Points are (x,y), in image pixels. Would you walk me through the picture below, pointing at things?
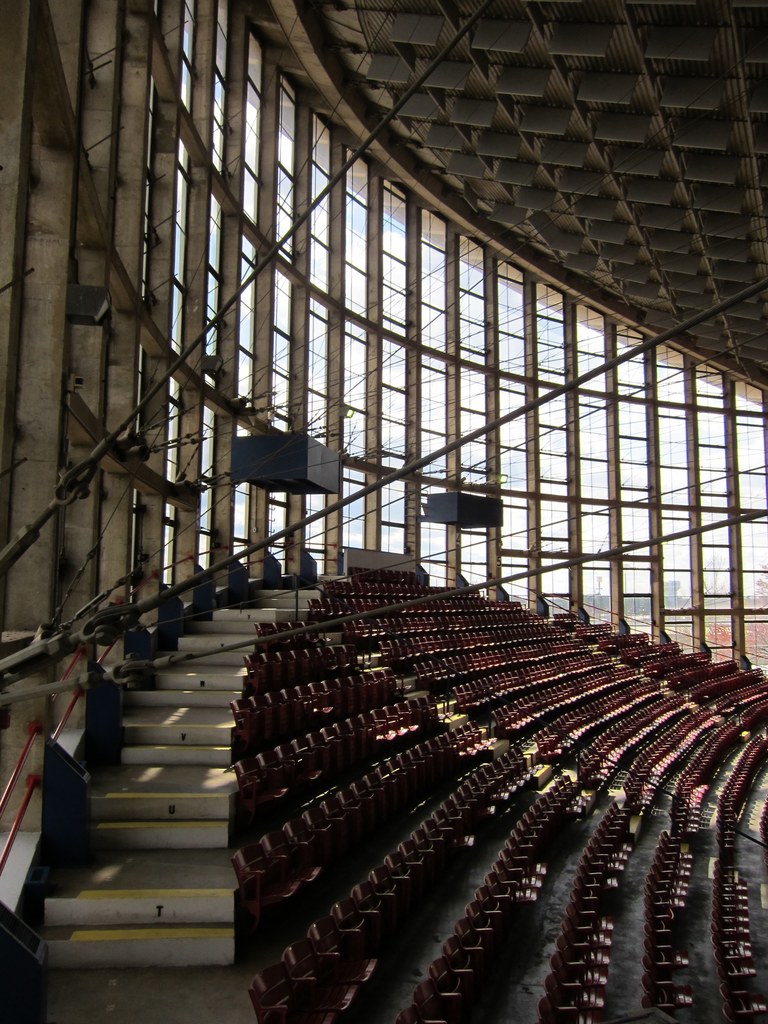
In this picture we can see a group of chairs (408,730), rods (234,559), steps (96,1018), glass windows (279,525) and from windows (279,333) we can see the sky (589,572).
